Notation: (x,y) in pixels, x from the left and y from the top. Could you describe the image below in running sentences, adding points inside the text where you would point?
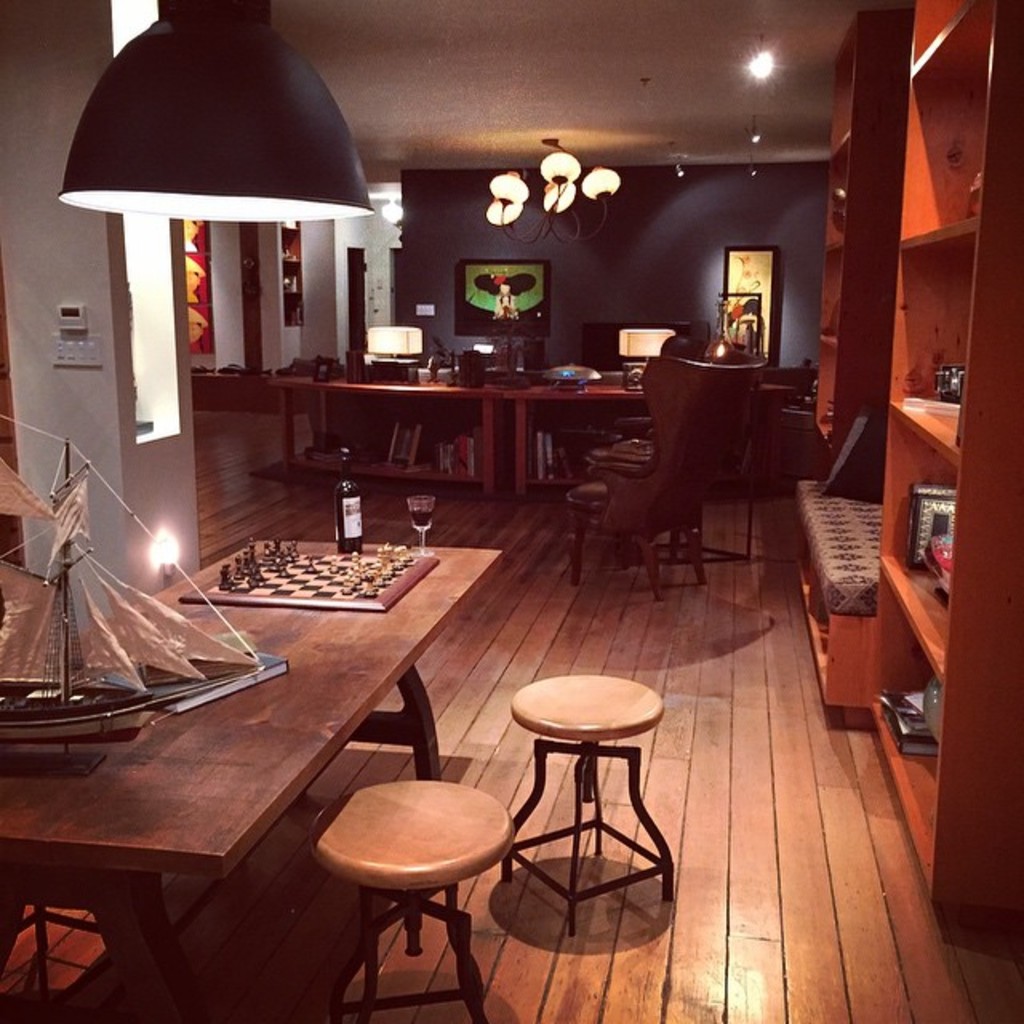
This is an inside view of a room (900,379). On the right side (966,406) there is a cupboard (917,463) in which few objects (925,695) are placed. On the left side (223,762) there is a table (149,831) on which a chess board (394,592), bottle (339,551), a glass (424,505) and some other objects (167,688) are placed. Beside the table (165,765) there are two stools (459,801). In the background (522,447) there is another table (590,391) on which many objects (506,382) are placed. Under the table (440,392) there are some books (466,451). There are some photo frames (743,282) attached to the wall (610,263). At the top (298,134) I can see some lights (202,207).
